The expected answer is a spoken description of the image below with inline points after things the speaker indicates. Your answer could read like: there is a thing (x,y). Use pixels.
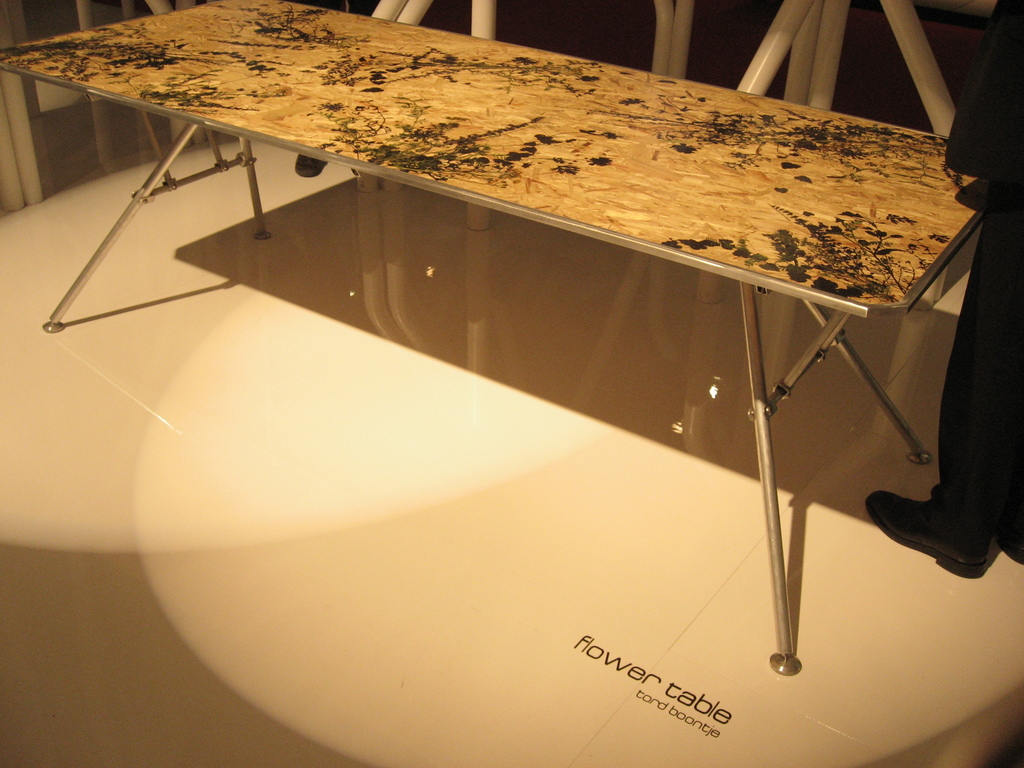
There is a table (333,154). To the right corner (988,127) there is a man (989,474) standing with shoes (936,528).
